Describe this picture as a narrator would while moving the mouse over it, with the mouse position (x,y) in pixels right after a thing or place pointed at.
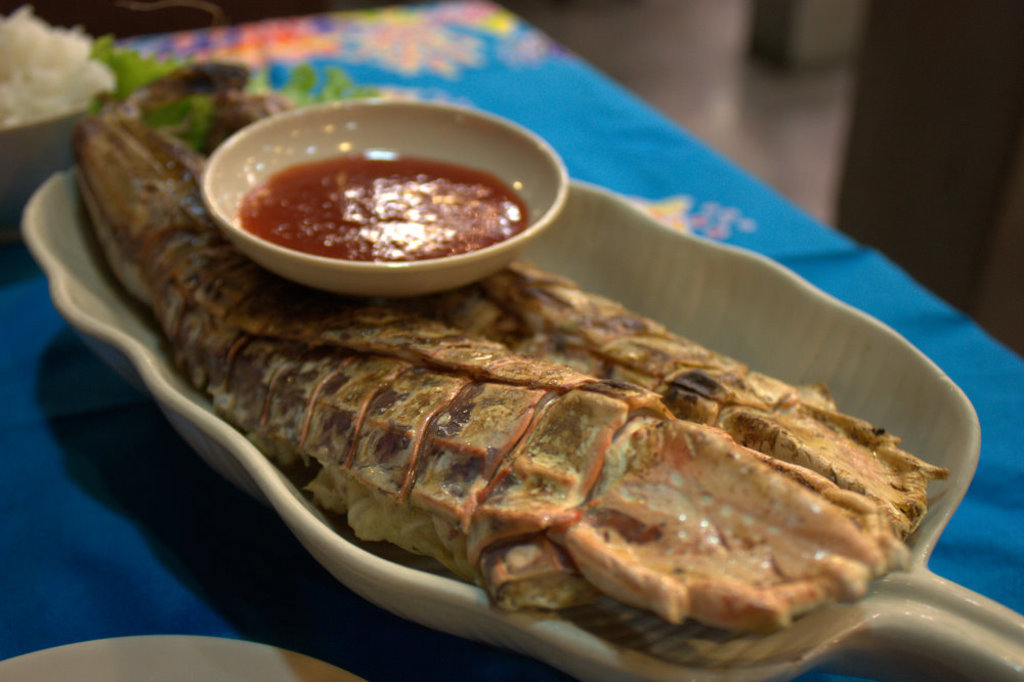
In the image there is some cooked food item (362,453) served in a plate (556,651) with some sauce (333,227) and kept on a table (534,660).
